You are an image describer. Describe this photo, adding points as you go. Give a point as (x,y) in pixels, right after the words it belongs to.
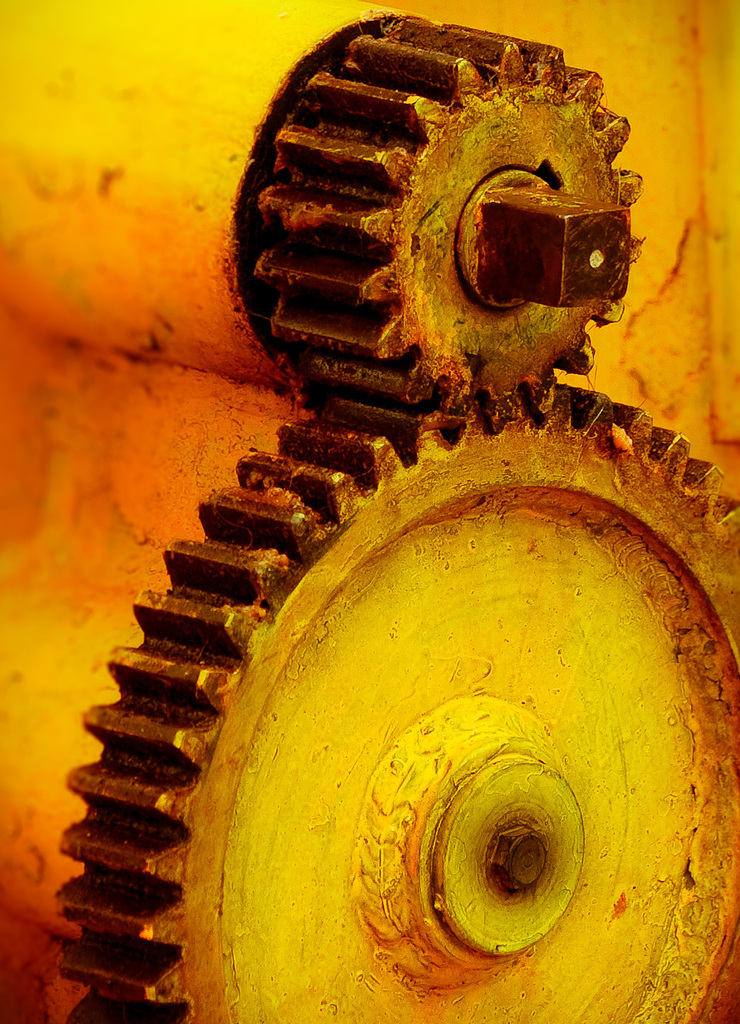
In this image we can see metal gears (526,398).
